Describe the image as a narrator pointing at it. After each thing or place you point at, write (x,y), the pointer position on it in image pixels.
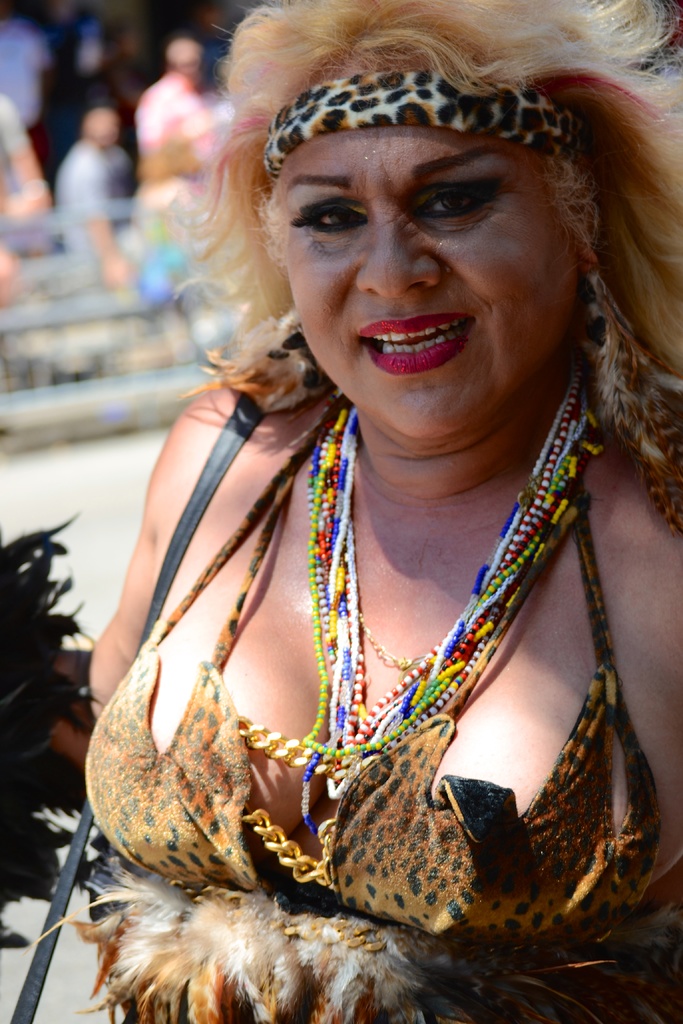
In this image I can see a woman (483,407) wearing a headband (477,130) and chains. The background (31,241) is blurred.
